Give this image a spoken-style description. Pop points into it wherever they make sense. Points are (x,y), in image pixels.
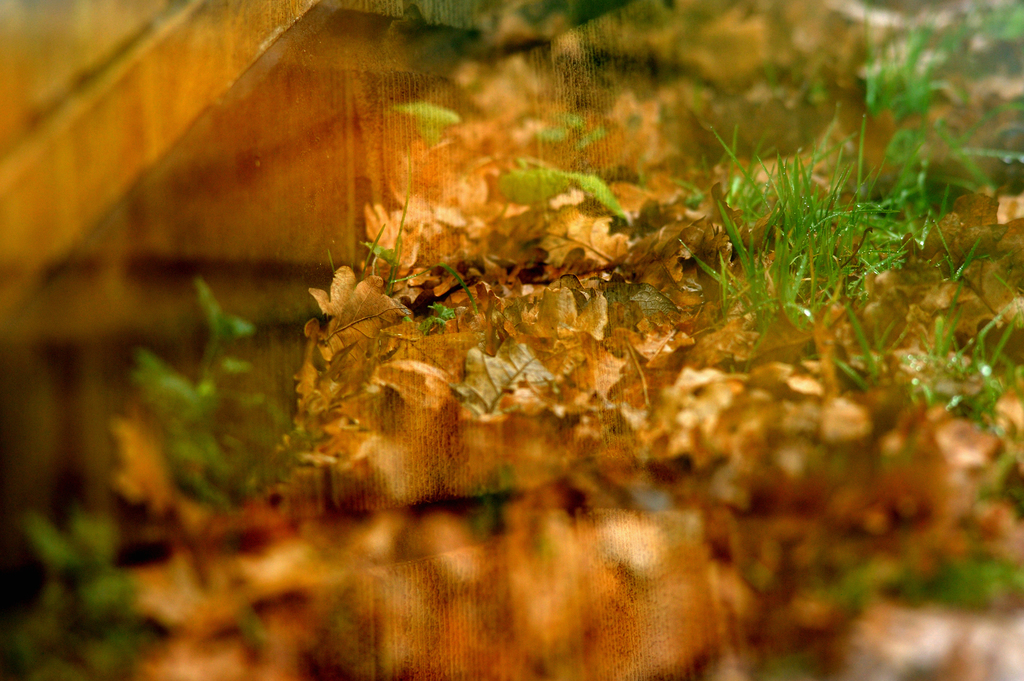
It looks like a glass (176,359) and on the glass (313,398) we can see the reflection (527,377) of grass (758,198) and dry leaves (551,364).
